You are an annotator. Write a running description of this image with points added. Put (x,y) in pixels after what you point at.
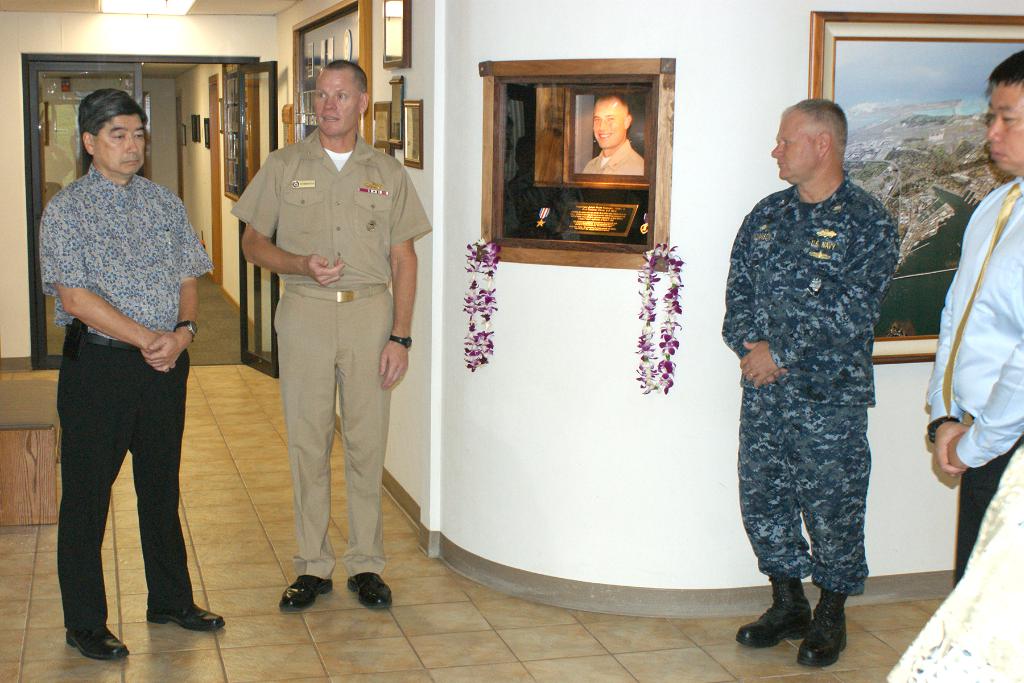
This image is clicked inside a room (595,287). There are photo frames (529,168) in the middle (532,245). There are 4 persons (824,297) standing. There is a door (39,194) on the left side (242,146). There is light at the top (136,13).
